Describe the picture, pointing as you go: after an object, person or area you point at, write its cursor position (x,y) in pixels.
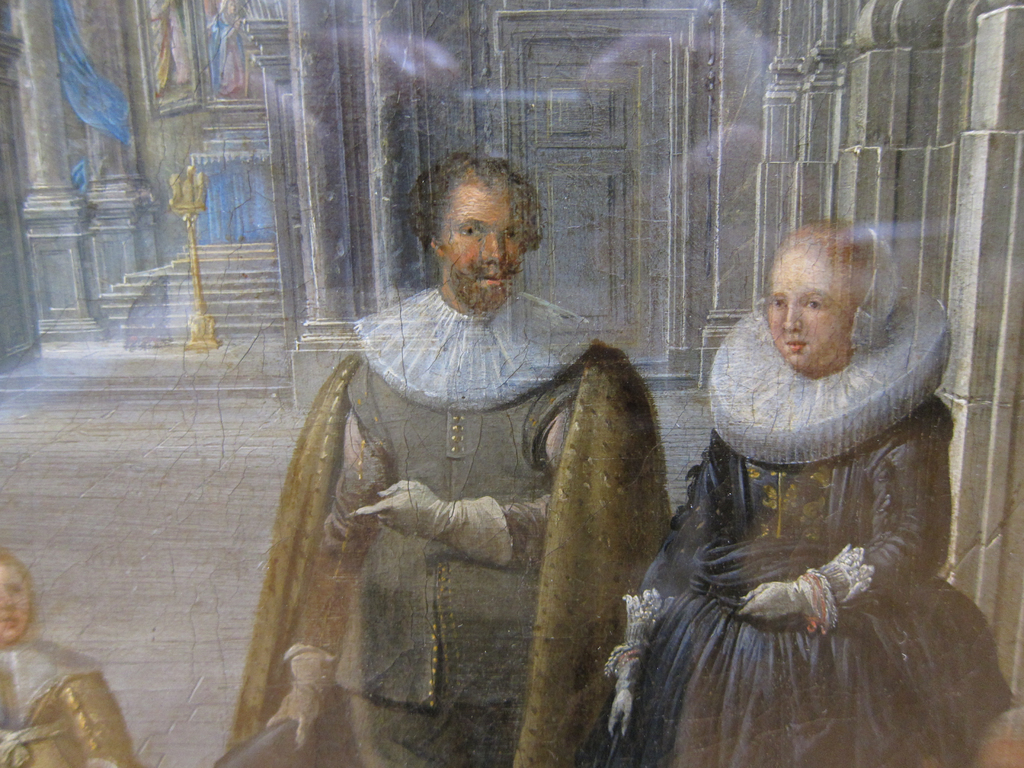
In this image we can see a painting (550,266). In the painting (341,258) there are a man (418,400), woman (765,420), child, curtains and doors (617,116).
